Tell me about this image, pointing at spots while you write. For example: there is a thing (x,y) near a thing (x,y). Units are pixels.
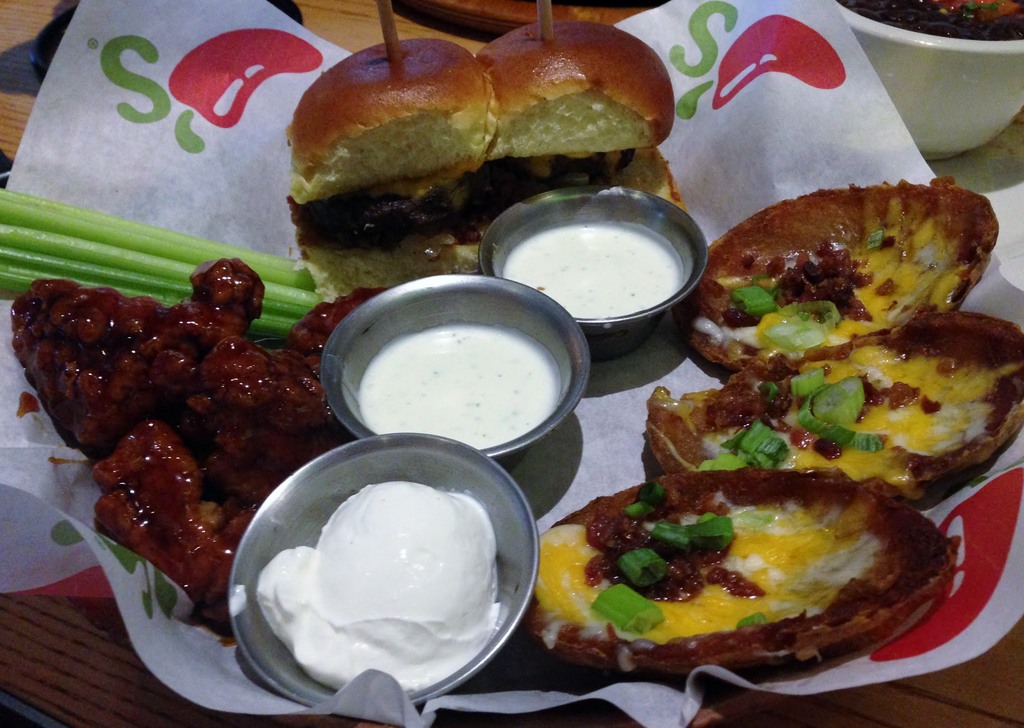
In this image there is one basket (155,651), and in the basket (777,506) there are some burgers (357,109) food items (772,491) and bowls (349,416). In the bowls (324,501) there is sour cream (442,517) and dressing (581,231) and in the background (932,55) there is another bowl (972,74), in the bowl (937,55) there is some food (940,20) and also there are some objects (49,43). At the bottom (88,629) it looks like a table (99,648).
